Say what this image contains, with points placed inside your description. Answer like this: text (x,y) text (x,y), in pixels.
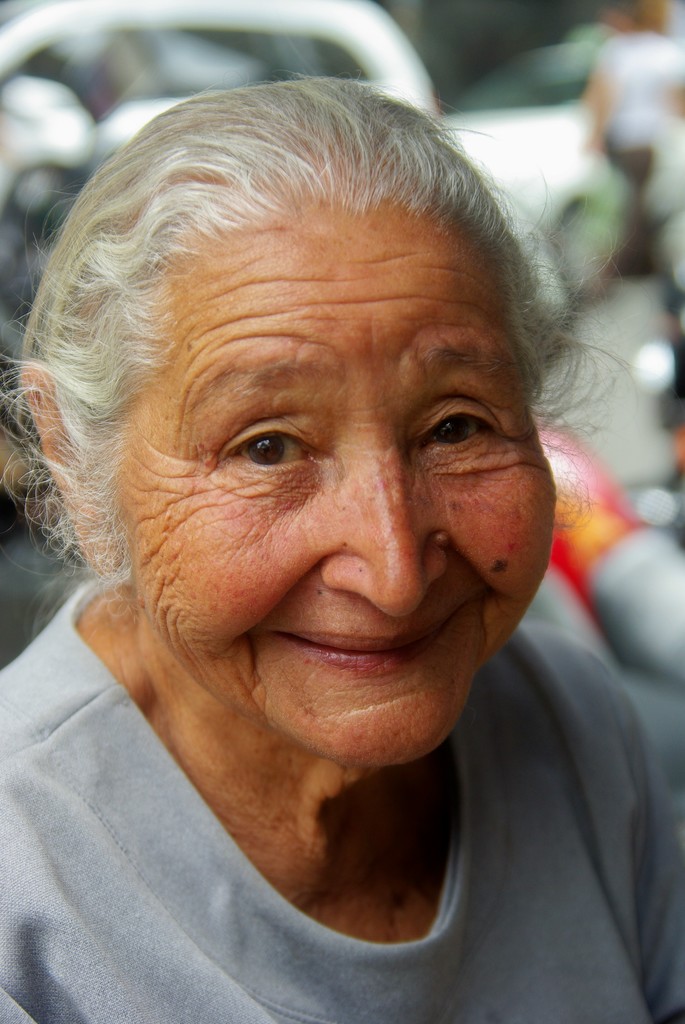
The old lady (337,777) in front of the picture wearing a grey t-shirt (171,889) is smiling. In the background (532,121), we see vehicles (577,163) moving on the road (632,479) and it is blurred in the background (48,108).
